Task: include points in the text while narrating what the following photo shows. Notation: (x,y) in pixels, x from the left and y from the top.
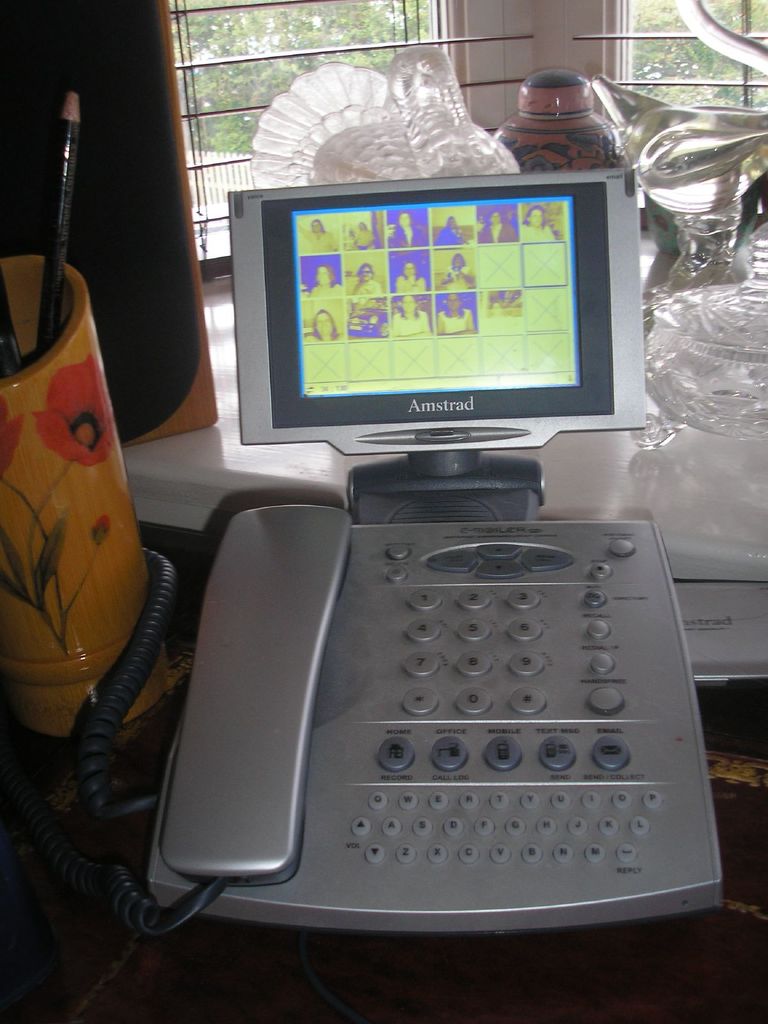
In this image in the left (36,295) there is one pot (123,544), and in that pot (18,307) there are some pencils (58,300). In the center (410,369) there is one telephone (350,323) and in the background (679,314) there are some pots (709,410) and a window (625,63). Through the window (200,88) we could see some trees (264,65), at the bottom (159,977) there is a table (666,961).
